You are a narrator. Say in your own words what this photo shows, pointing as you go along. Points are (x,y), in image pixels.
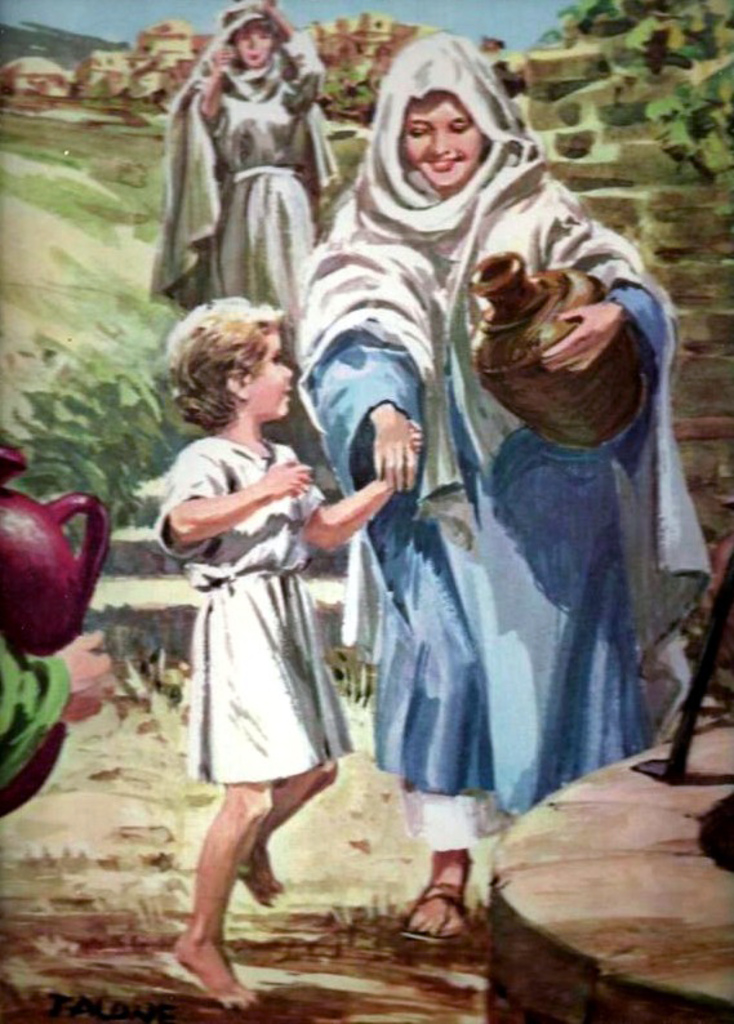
In this image we can see a painting (332,527) of a group of people (346,527) standing on the ground (325,801). One woman (537,524) is holding a container (500,270) in her hand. To the left side of the image (83,662) we can see the hand (82,685) of a person (34,707) holding an object (45,562). In the background (568,7), we can see a group of buildings (339,48), the sky (367,8). In the top right corner of the image (637,11) we can see a tree (703,107).
